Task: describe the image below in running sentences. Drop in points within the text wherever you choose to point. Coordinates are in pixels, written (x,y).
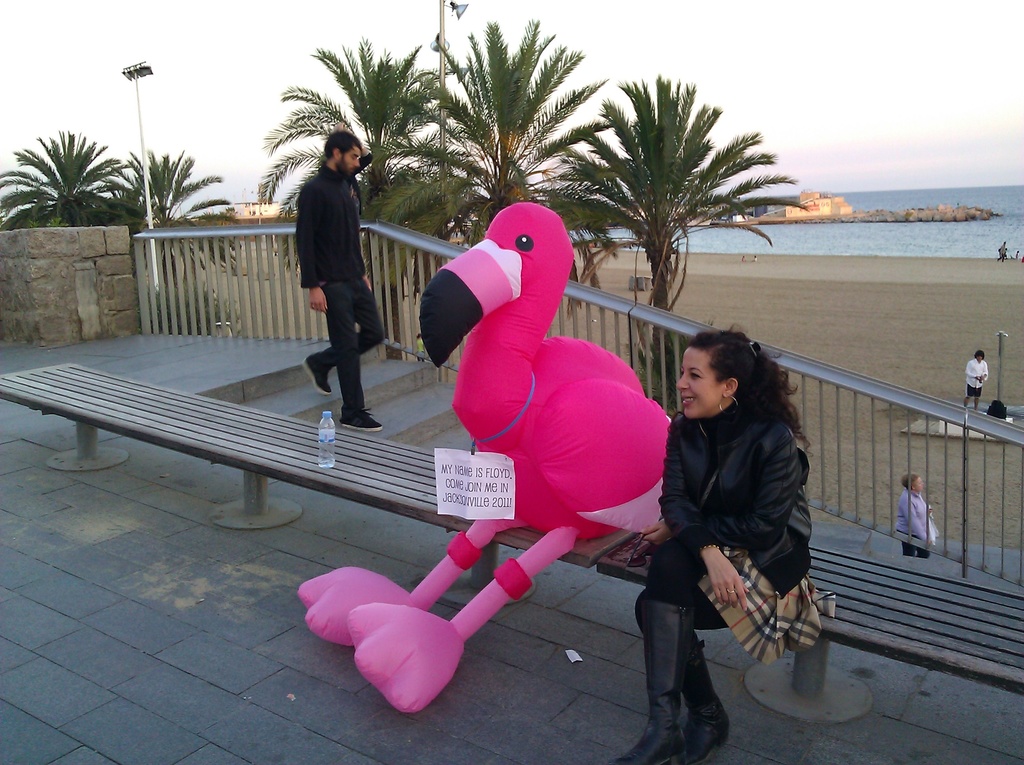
In the center of the image (548,376) there is a soft toy (506,401) and woman (757,556) sitting on the bench (868,619). On the left side of the image (324,204) we can see trees (363,205), persons (340,242), stairs (295,393) and water bottle (333,460). In the background (922,352) we can see persons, sand (887,292), water (857,242), building (826,208) and sky (803,121).
